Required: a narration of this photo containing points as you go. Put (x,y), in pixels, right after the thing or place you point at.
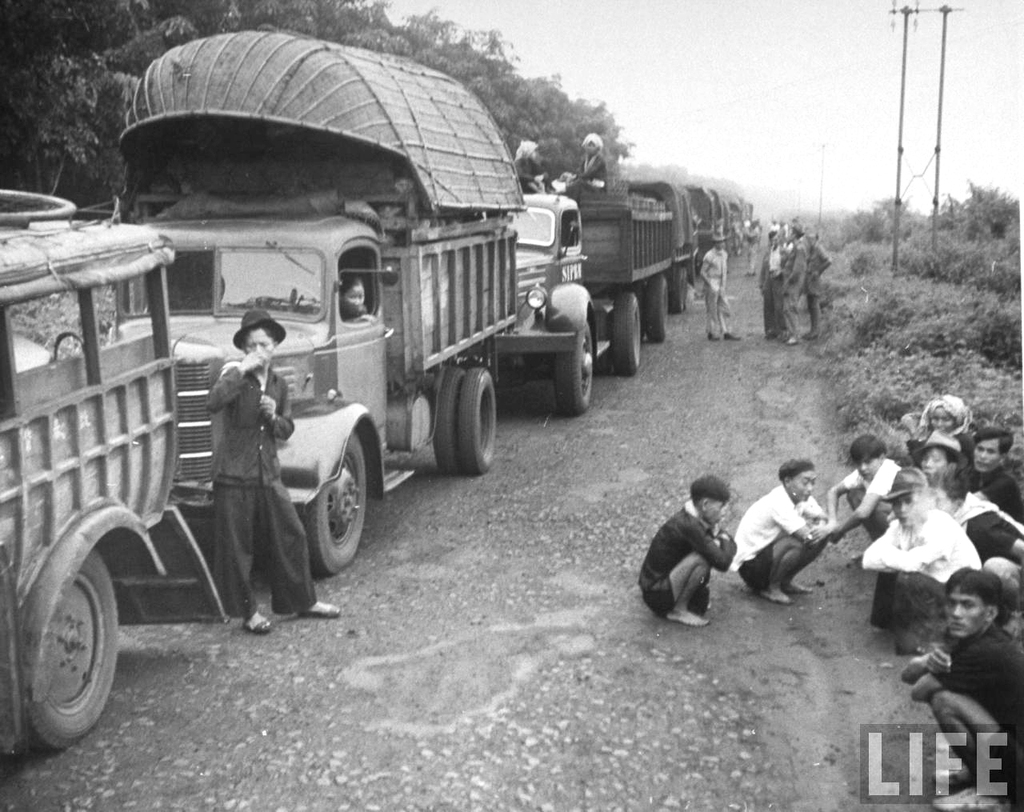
In this picture we can observe some people (868,513) sitting on the side of this road (644,412). We can observe some vehicles (622,285) on this road (458,500). They are some people (721,270) standing. There are some plants (903,349) on the right side (911,359). There are trees (609,121) and poles (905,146) in this picture. We can observe a watermark (915,747) on the right side (906,755). In the background (729,152) there is a sky (742,108).
